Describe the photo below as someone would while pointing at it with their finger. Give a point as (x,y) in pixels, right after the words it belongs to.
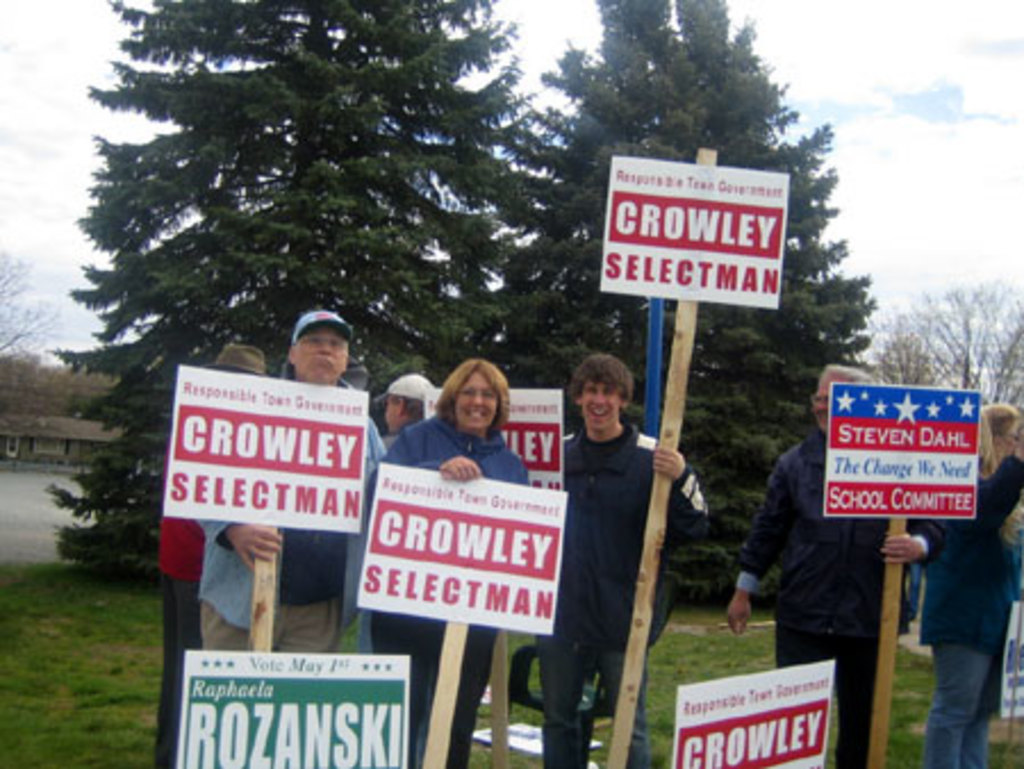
In this picture we can see some people (935,626) are standing and holding placards (721,248), there is some text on these cards (684,293), at the bottom (78,675) there is grass (69,733), in the background (27,386) we can see trees (795,385), there is the sky (1001,143) at the top of the picture (830,112).
